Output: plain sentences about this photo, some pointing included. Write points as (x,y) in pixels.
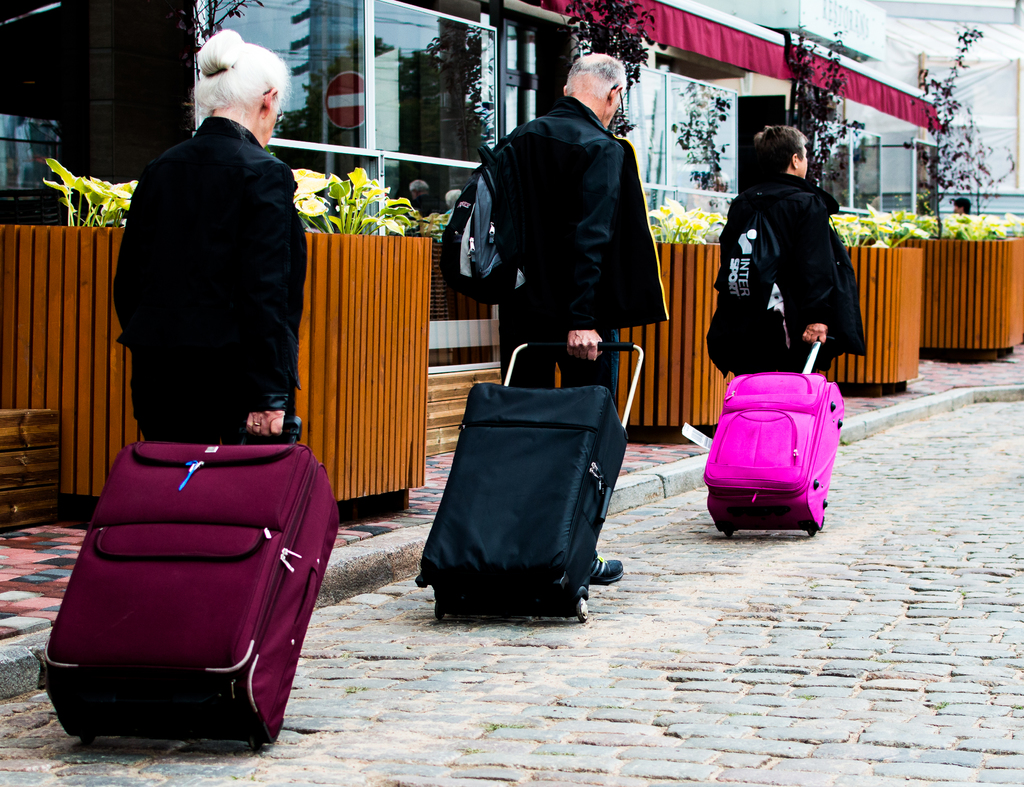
This image consists of plants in the middle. There are three persons (213,290) who are wearing black dress (776,335) and they are holding trolley bags (530,585). There is building (454,126) in the back side (648,181).
